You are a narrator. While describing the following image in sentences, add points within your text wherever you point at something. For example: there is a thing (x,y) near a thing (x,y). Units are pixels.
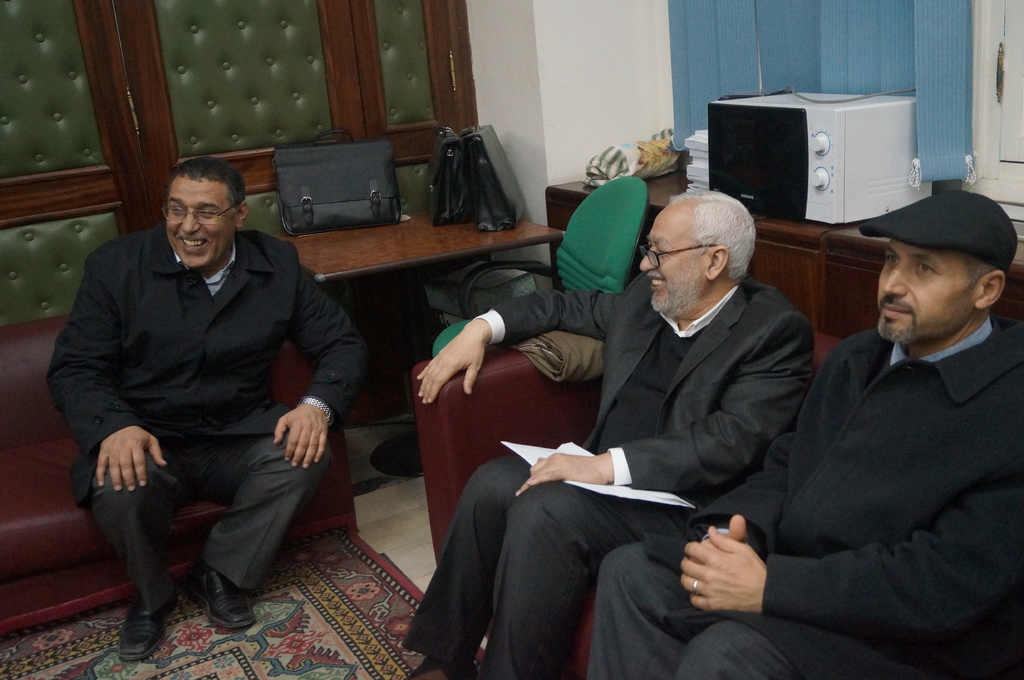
In this picture I can see three persons (608,657) sitting on the couches (55,578), there are bags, tables (373,267), there is a chair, there is a microwave oven (866,214) and there are some objects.
